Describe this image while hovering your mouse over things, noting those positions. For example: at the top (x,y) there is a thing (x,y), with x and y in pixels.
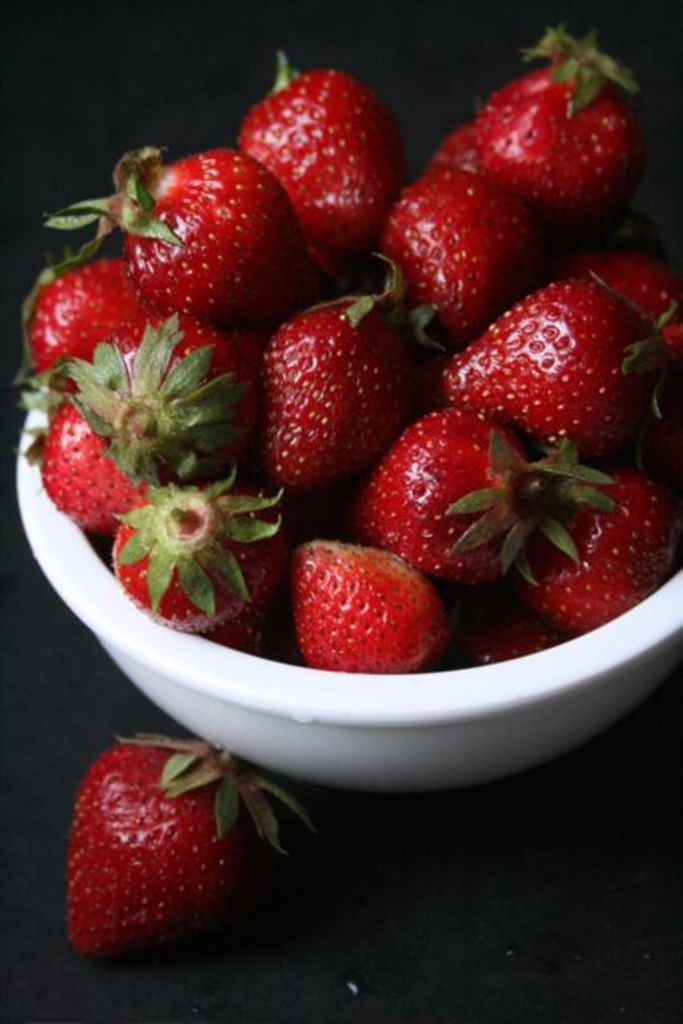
In this image I can see few red color strawberries (486,437) in white bowl (523,699). Background (211,50) is in black color.
